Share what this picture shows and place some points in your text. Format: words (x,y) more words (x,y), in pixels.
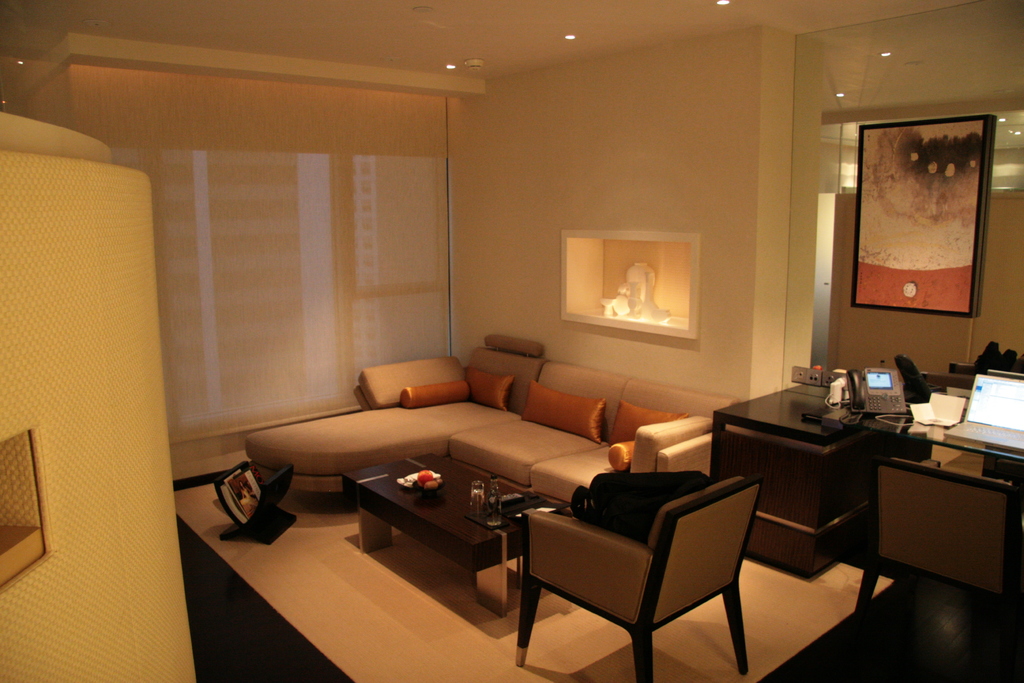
This image is taken indoors. At the top of the image (345,39) there is a ceiling (540,18) with a few lights (568,35). On the left side of the image (57,522) there is an object (66,545). On the right side of the image (838,408) there is a table (821,436) with a laptop (993,435), a telephone (868,386) and a few objects (943,415) on it. There is a chair (920,553). In the middle of the image (493,421) there is a couch (479,434) with a few pillows (499,400) and there is a book stand (263,512) with a few books (234,497). There is a table (463,521) with a few things (471,517) on it. There is a chair (655,545) and there is an object (634,505) on the chair (660,519). In the background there is a wall (606,230) with a picture frame (860,192) on it. There are a few objects (632,282) on the shelves (663,285). At the bottom of the image (383,640) there is a floor (591,646).
